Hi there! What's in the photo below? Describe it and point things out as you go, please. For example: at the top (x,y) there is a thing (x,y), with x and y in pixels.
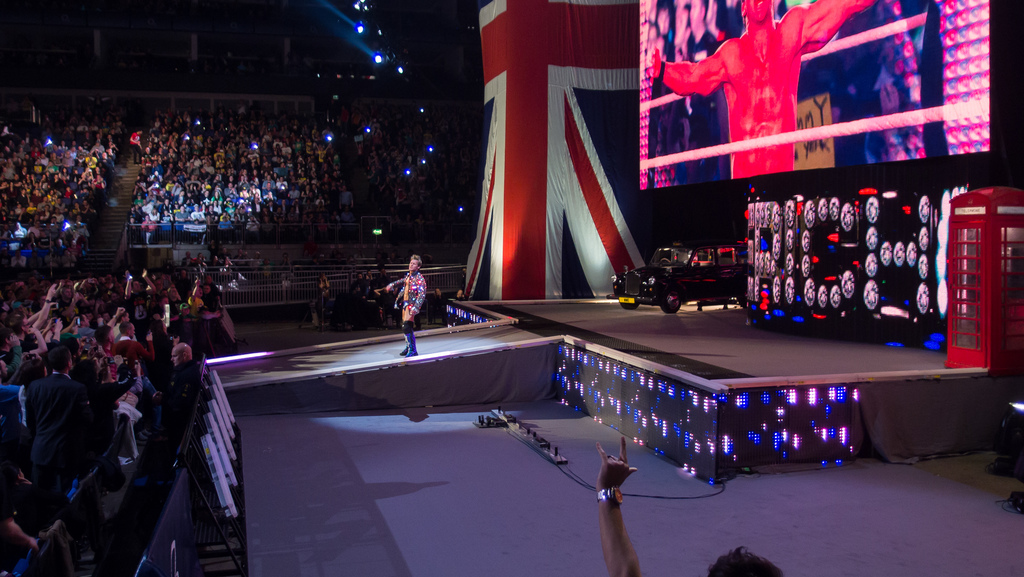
On the left side of the picture (111,459) there are barricades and audience (75,380). In the foreground (616,546) there is a person's hand (633,546). In the center of the picture (574,310) there is a stage (639,331), on the stage (662,336) there are car (629,303) and a person (404,314) standing. At the top right (830,52) there is a television screen (675,88) and flag (584,44). In the background (458,132) there are people (191,168), chairs (194,149) and lights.
